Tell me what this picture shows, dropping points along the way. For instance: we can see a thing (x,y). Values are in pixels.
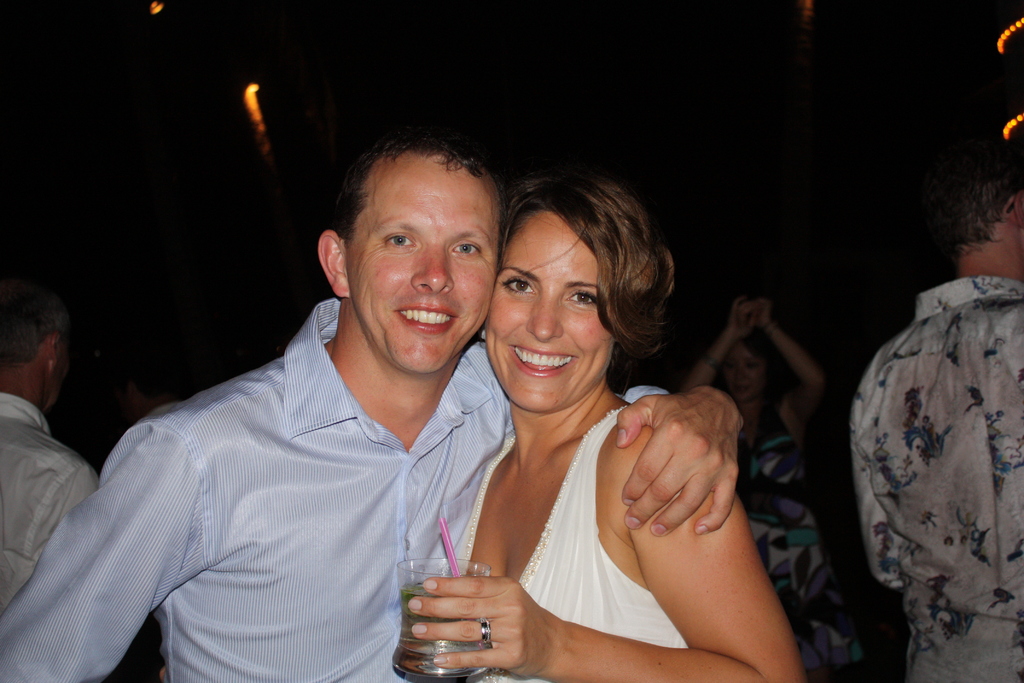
In this picture I can see a man (409,457) and a woman (541,443) in the middle (436,385), they are smiling. In the background (17,555) there are few persons (748,305), at the top (249,104) I can see the lights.
